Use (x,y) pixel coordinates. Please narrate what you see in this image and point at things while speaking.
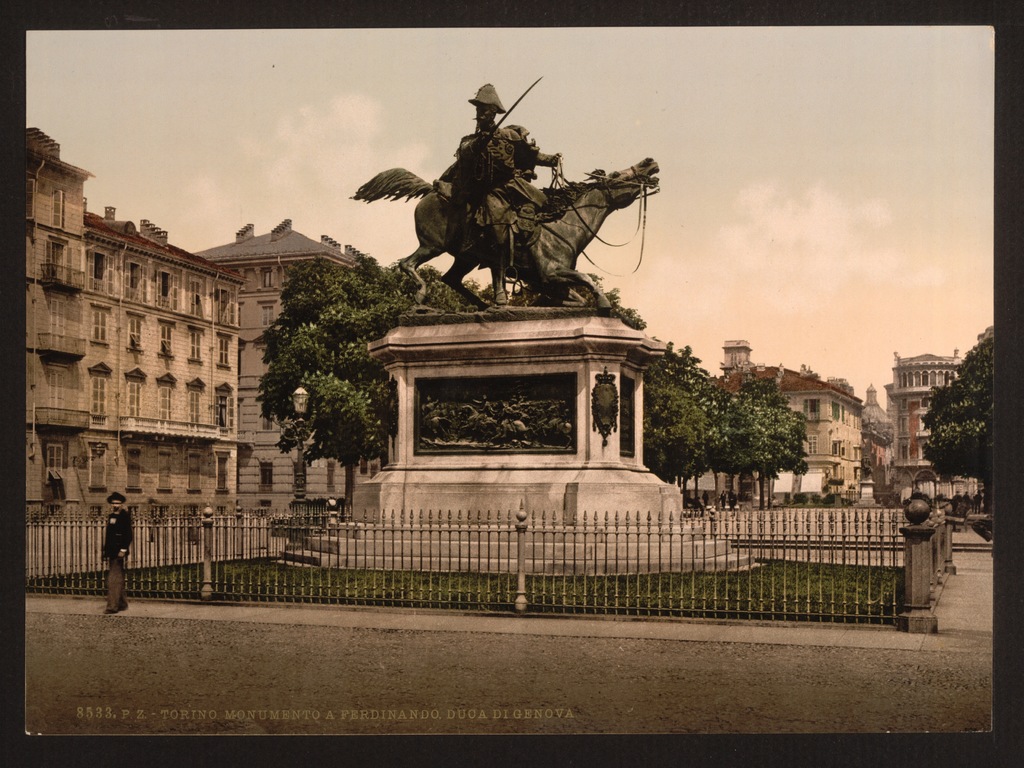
In this picture we can see a man (114,586) standing on the ground (378,646), statue (402,326), trees (388,294), buildings (218,381) with windows (169,472) and in the background (614,70) we can see the sky (694,116) with clouds (275,136).
